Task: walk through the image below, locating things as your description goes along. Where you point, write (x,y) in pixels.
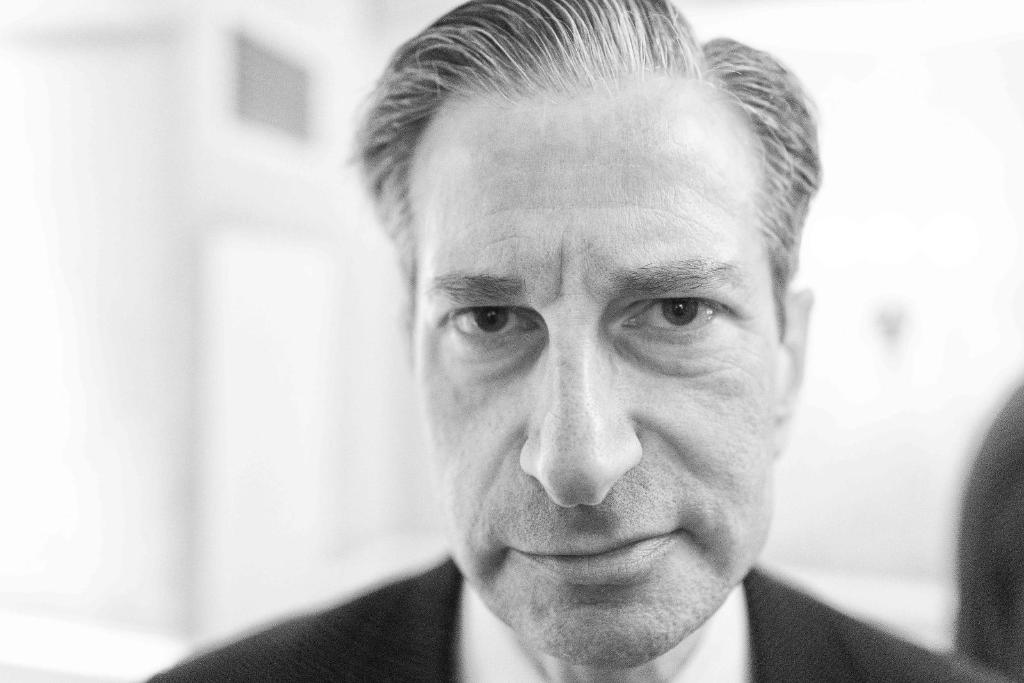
In the foreground of this black and white image, there is a man (697,537) wearing suit (811,645) and the background (278,99) image is blurred.
